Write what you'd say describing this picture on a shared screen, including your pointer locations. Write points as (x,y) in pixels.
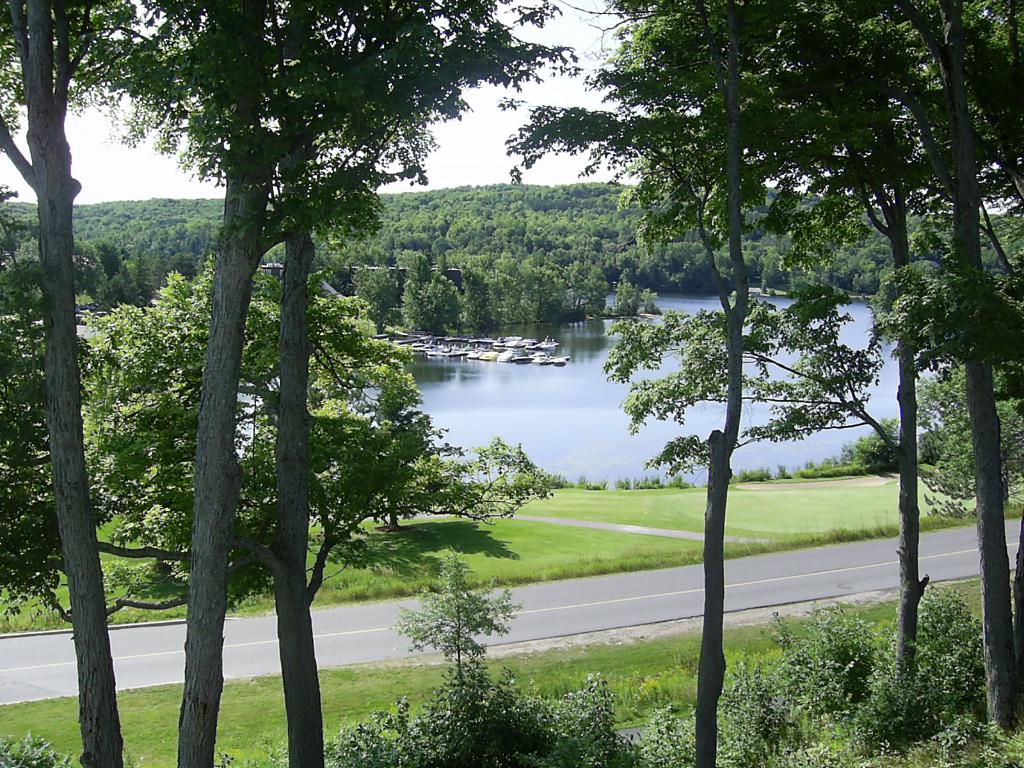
In this image I can see the road (513,626). On both sides of the road (517,597) I can see many trees (8,540). In the background (500,428) I can see few boats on the water (543,419). I can also see few more trees (439,263) and the sky (437,138).
